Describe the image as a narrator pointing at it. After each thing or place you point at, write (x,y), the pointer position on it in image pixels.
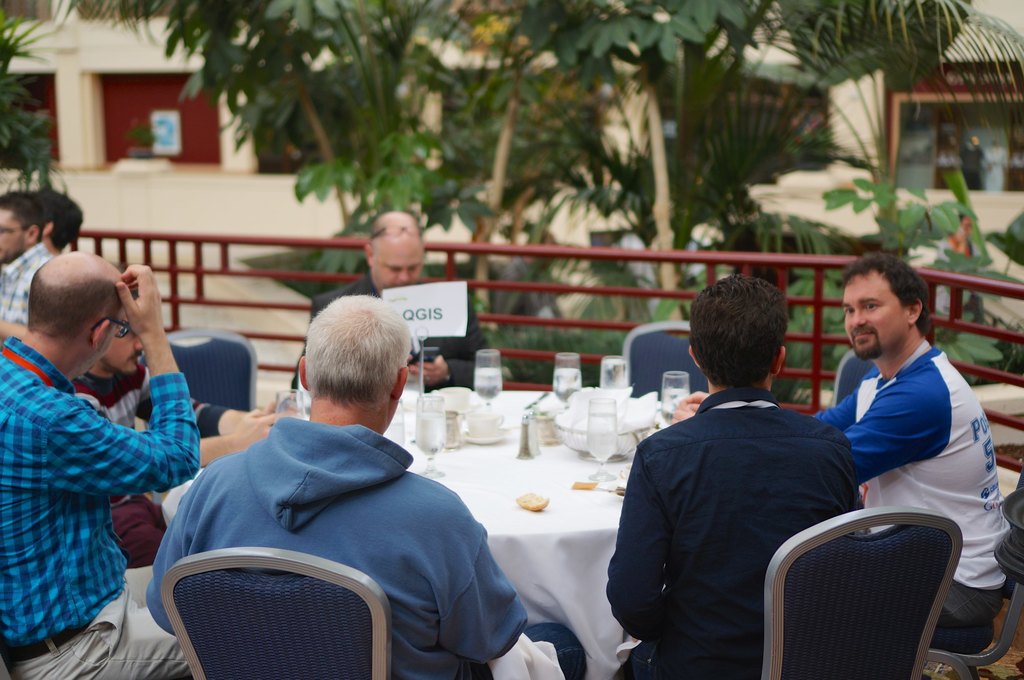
This is a image outside of a building (80,100) and there are the person (138,309) sitting around the table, on the table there are the bowls (578,401) and glasses (610,425) kept on the table (538,518). and there is a fence (476,253) with red color, after the fence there are some trees (543,64) visible and there is a building (110,64) visible on the background (50,82).
